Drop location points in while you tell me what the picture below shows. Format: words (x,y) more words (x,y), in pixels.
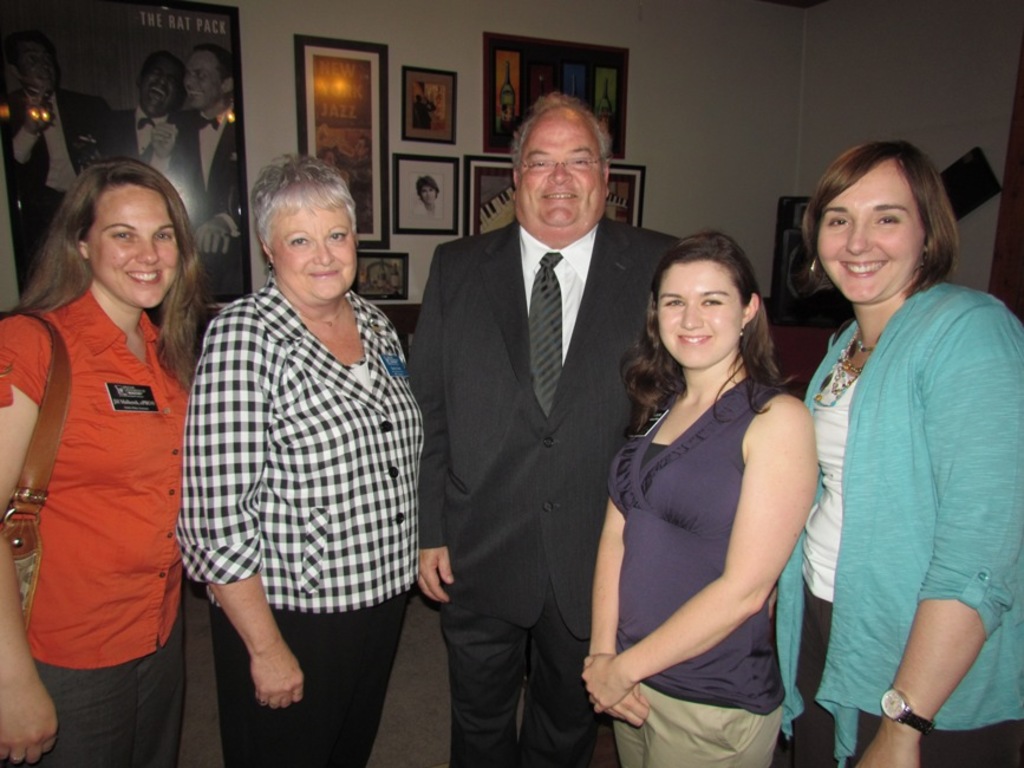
This image is taken indoors. In the background (407,132) there is a wall (952,131) with many picture frames (340,98) on it. On the left side of the image (122,314) two women (106,463) are standing on the floor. On the right side of the image (705,409) two women (883,526) are standing on the floor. In the middle of the image (585,400) a man (543,605) is standing on the floor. They are with smiling faces (898,229).
